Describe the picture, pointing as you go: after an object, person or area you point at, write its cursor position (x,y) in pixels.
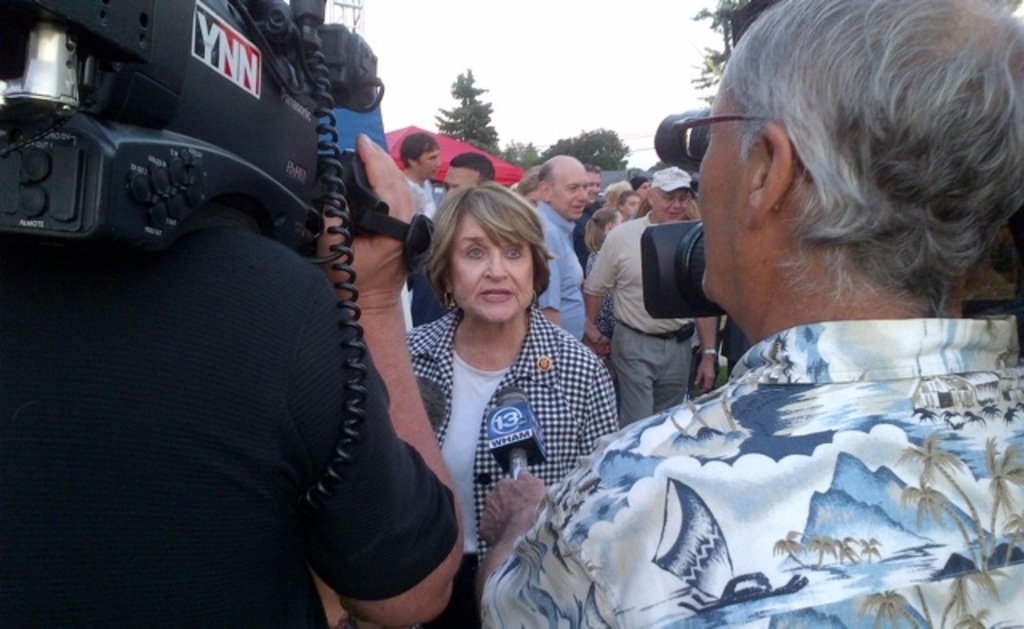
In the image I can see a person (295,311) who is holding the camera (129,35) and the other person (602,592) is holding the mic (501,422) and also I can see some other people (648,196) some trees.
